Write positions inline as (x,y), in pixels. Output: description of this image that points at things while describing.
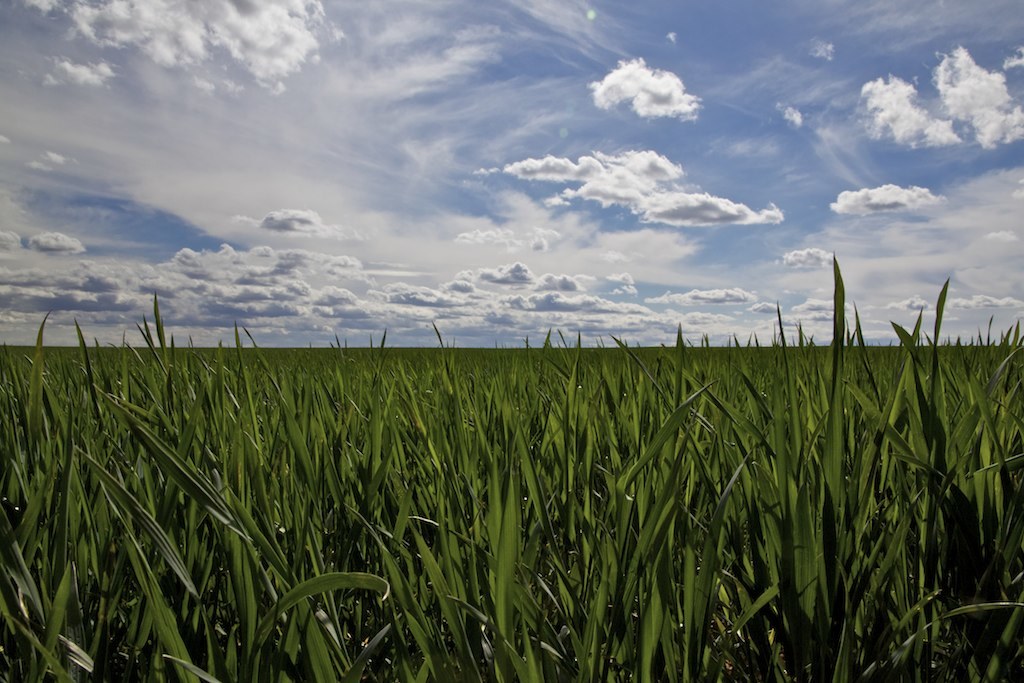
In this image I can see a green color grass (553,430). The sky (512,197) is in white and blue color.
